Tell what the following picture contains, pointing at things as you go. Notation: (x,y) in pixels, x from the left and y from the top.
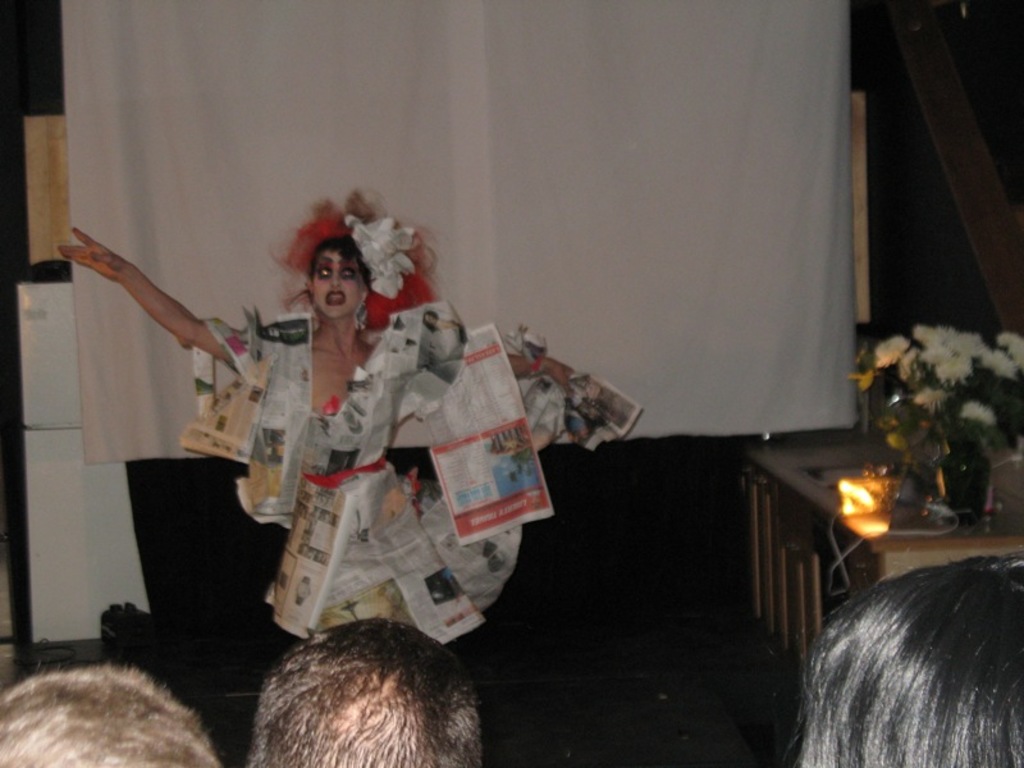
In this image we can see a woman (413,496) wearing a costume (400,552) designed with some papers (307,473). On the foreground (405,666) we can see a group of people (422,693). On the backside (651,293) we can see a curtain (661,307) and a flower pot (896,430) on the table (862,546).
